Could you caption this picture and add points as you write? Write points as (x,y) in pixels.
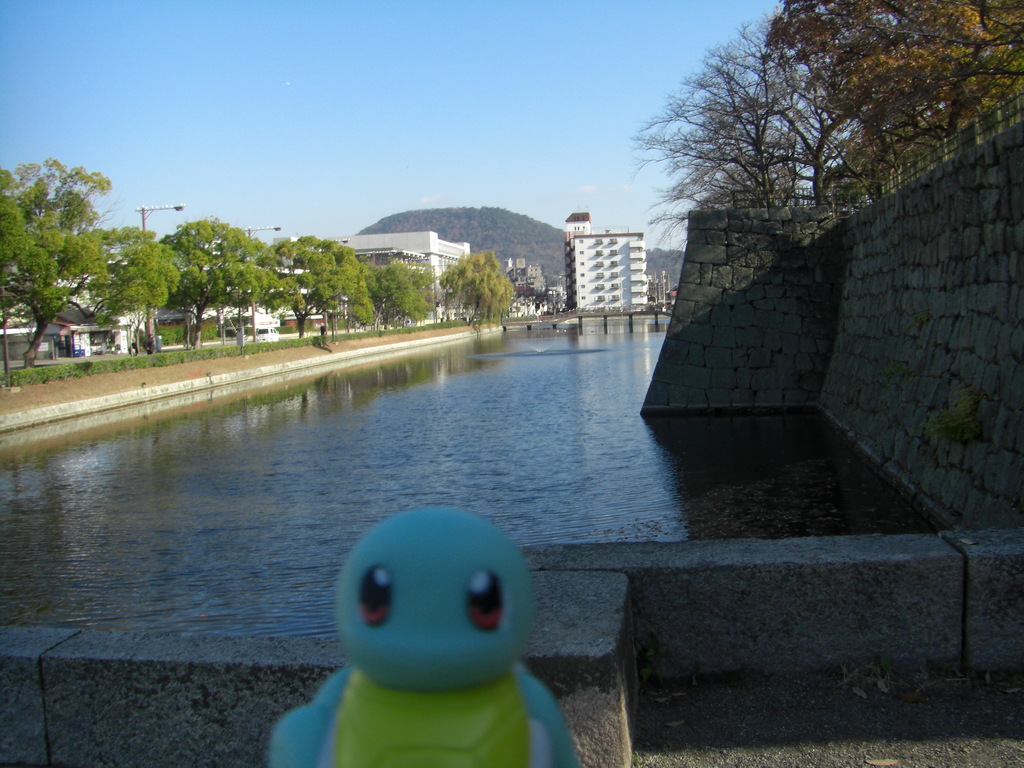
In the image we can see there are many trees (394,286), buildings (592,288), light pole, water (267,457), grass (122,379), mountain (552,241), toy (424,651) and a stone wall (912,354).
